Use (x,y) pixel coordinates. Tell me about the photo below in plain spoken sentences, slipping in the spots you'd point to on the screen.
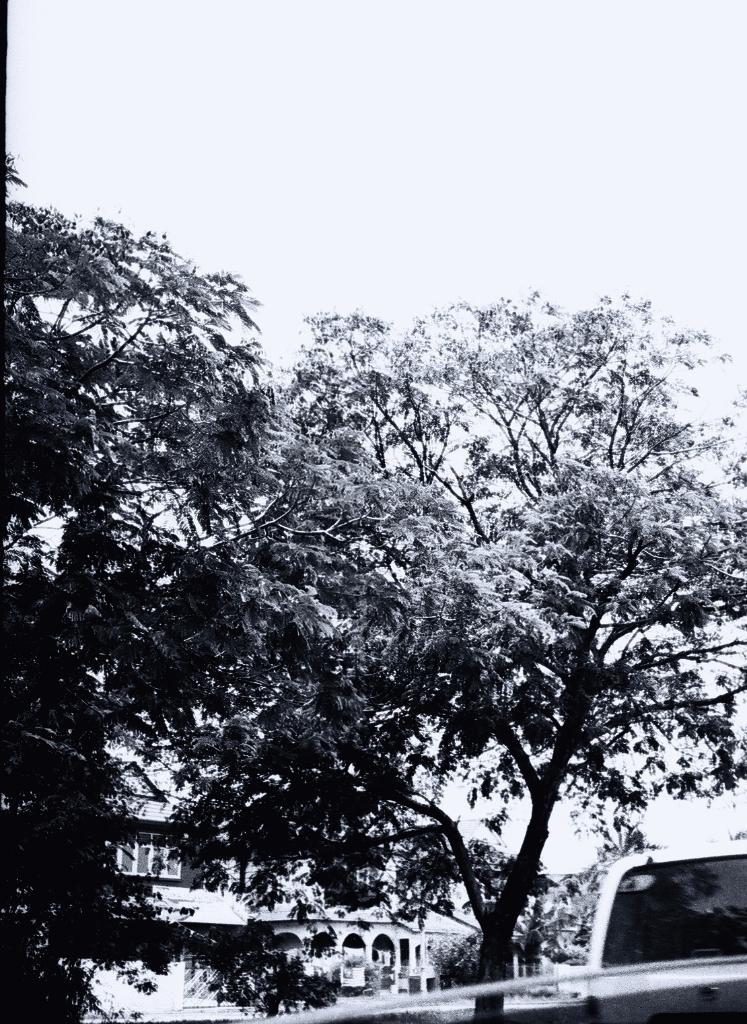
This is a black and white picture. In this picture we can see a building (236,900), windows (145,875) and trees (651,454). At the bottom portion of the picture (598,1009) we can see objects (684,951).
